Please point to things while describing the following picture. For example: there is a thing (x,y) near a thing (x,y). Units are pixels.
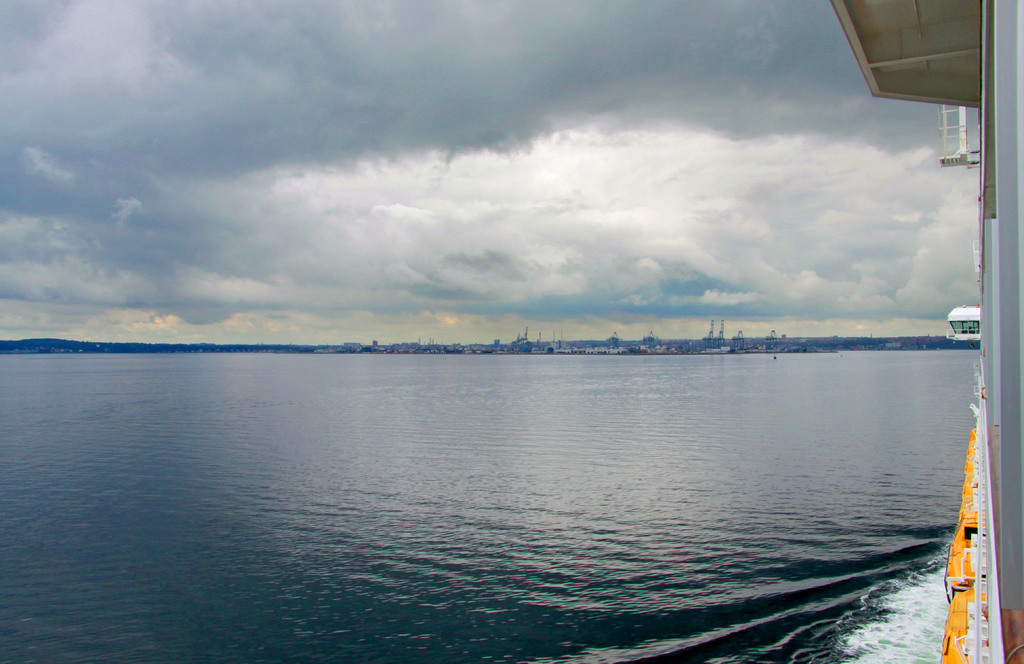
This image consists of water (661,589). On the right (1007,323), it looks like a boat (1006,289). At the top (410,138), there are clouds (562,139) in the sky (519,132).
